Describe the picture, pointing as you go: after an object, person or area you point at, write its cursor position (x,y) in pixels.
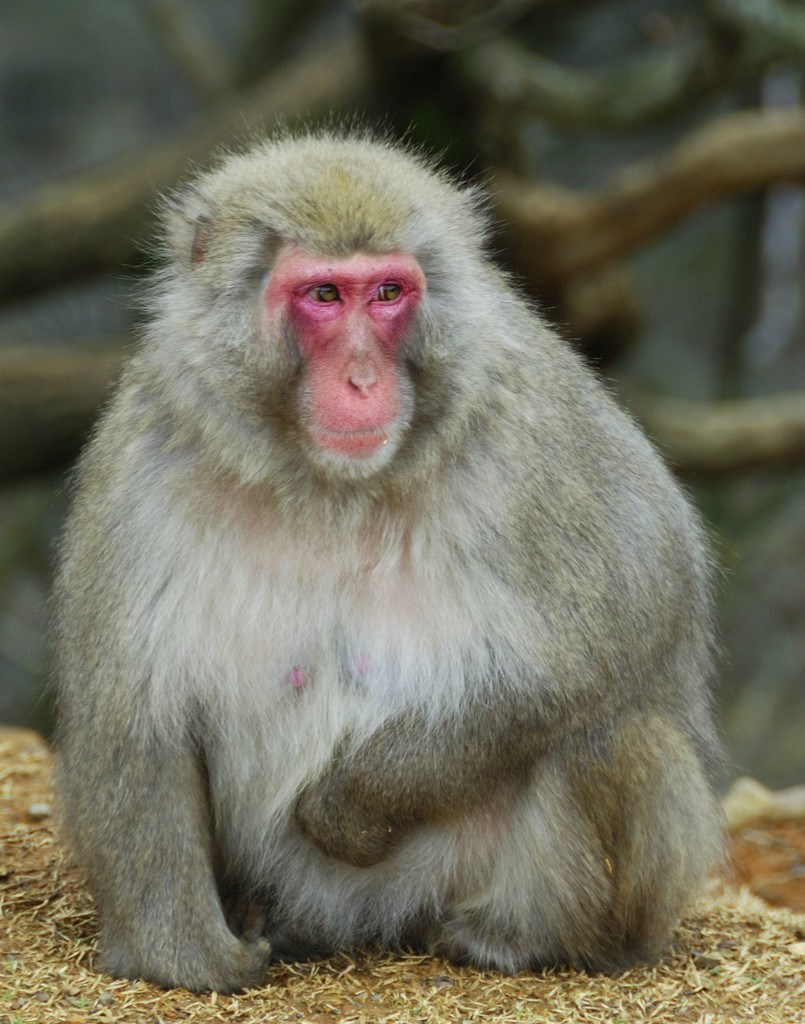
In this picture I can see a monkey (561,583) sitting, and there is blur background (733,86).
